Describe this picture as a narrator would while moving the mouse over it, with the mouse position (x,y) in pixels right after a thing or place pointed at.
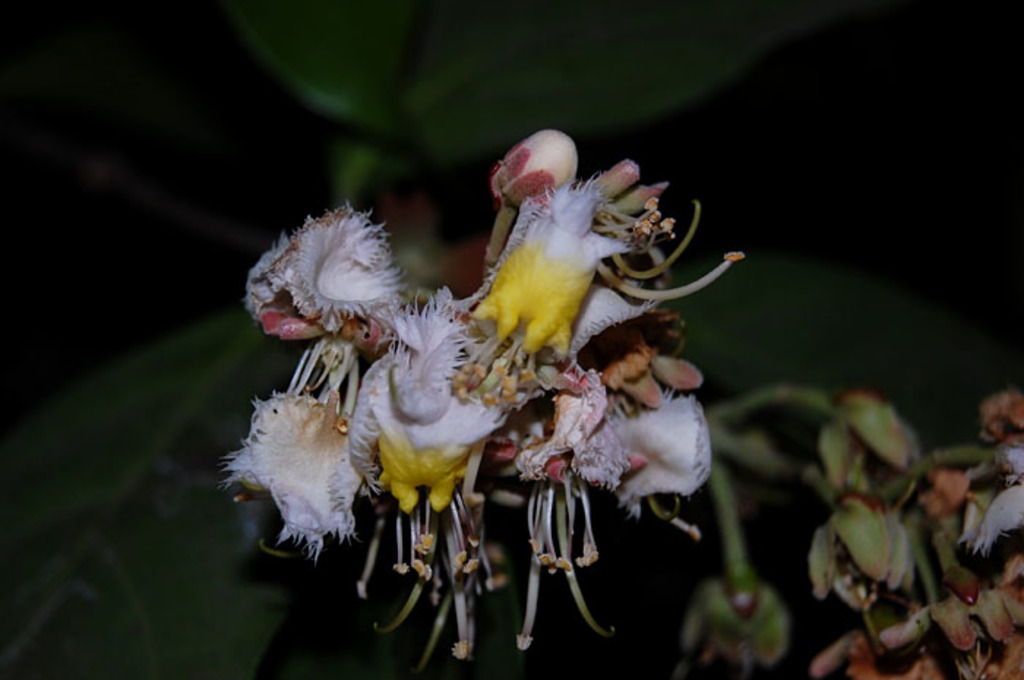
In this image we can see there is a flower plant (478,401).
